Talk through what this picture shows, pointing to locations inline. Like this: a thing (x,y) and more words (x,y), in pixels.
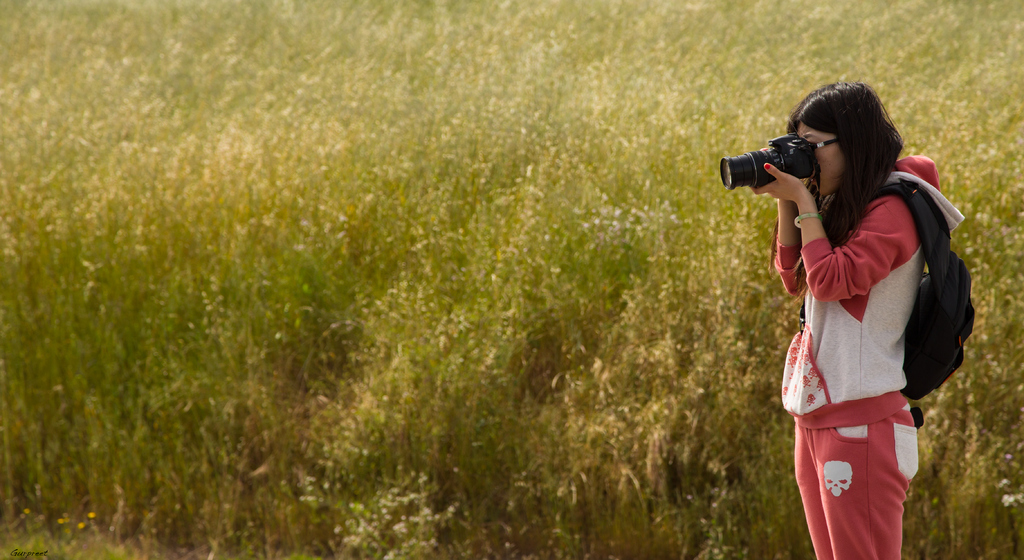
Here we can see a woman (812,521) standing with a back pack (970,300) on her and she is trying to capture the greenery (670,179) in front of her with the camera (763,180) in her hand (797,186).
